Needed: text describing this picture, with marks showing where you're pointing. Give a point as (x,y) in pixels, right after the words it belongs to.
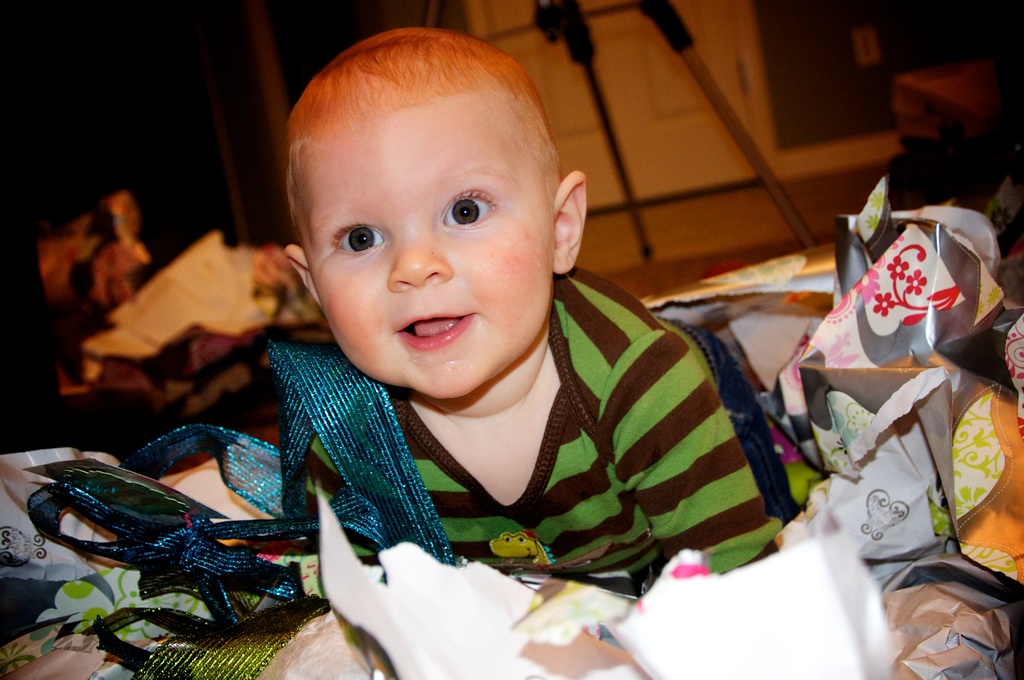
In this image, we can see a baby (452,330) is watching and smiling. At the bottom (199,547), we can see few ribbons (238,557) and papers (767,660). Background (645,89) we can see the blur view. Here there is a door (649,113), rods (625,190), wall (781,139), floor (726,218) and few objects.
